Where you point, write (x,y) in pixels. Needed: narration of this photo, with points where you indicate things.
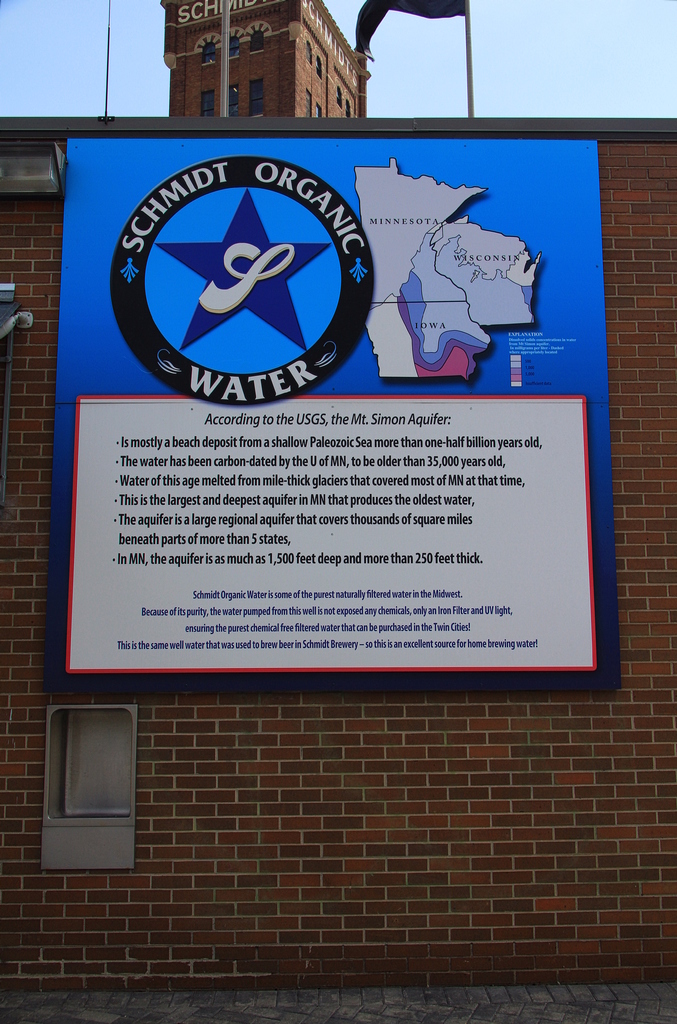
In this image we can see the wall (652,552), on the wall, we can see a board (304,304) with some text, also we can see a building (261,54), flag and a light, in the background (548,89), we can see the sky (575,95).
